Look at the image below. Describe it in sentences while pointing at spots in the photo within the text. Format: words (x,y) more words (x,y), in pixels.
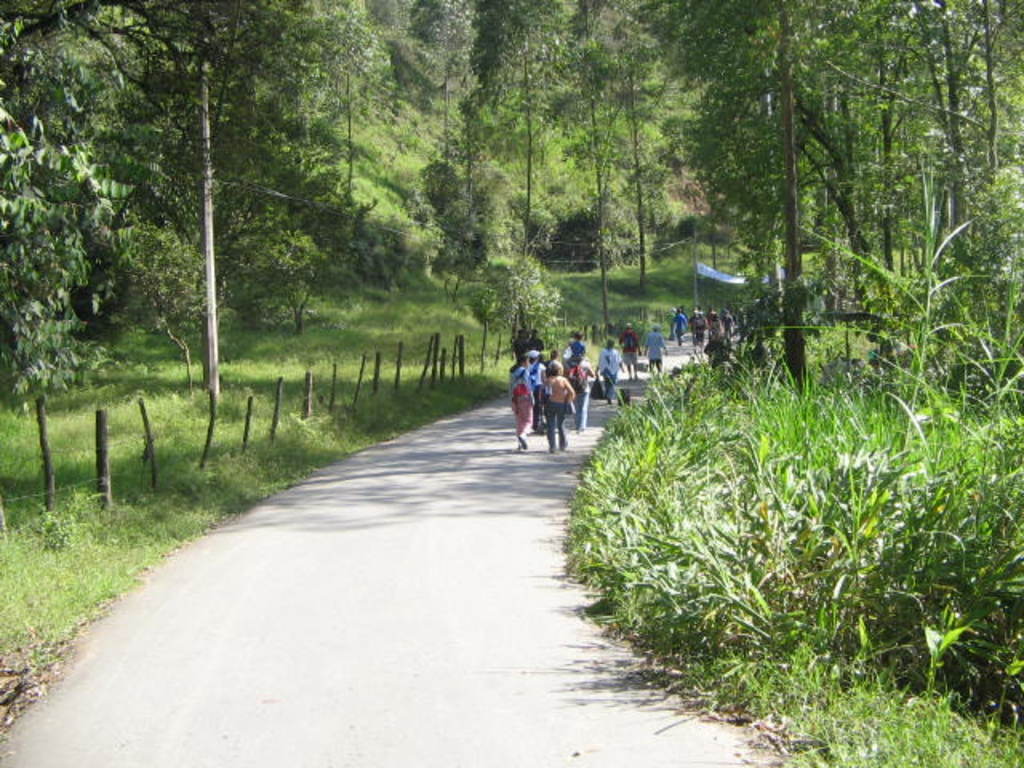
On either side of the image, there are plants (478,271) and trees (1007,241). In the center (596,401), there is a lane (407,602). On the lane (675,340), there are people (575,408) moving towards the right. Towards the left (332,393), there are wooden poles (48,487).
